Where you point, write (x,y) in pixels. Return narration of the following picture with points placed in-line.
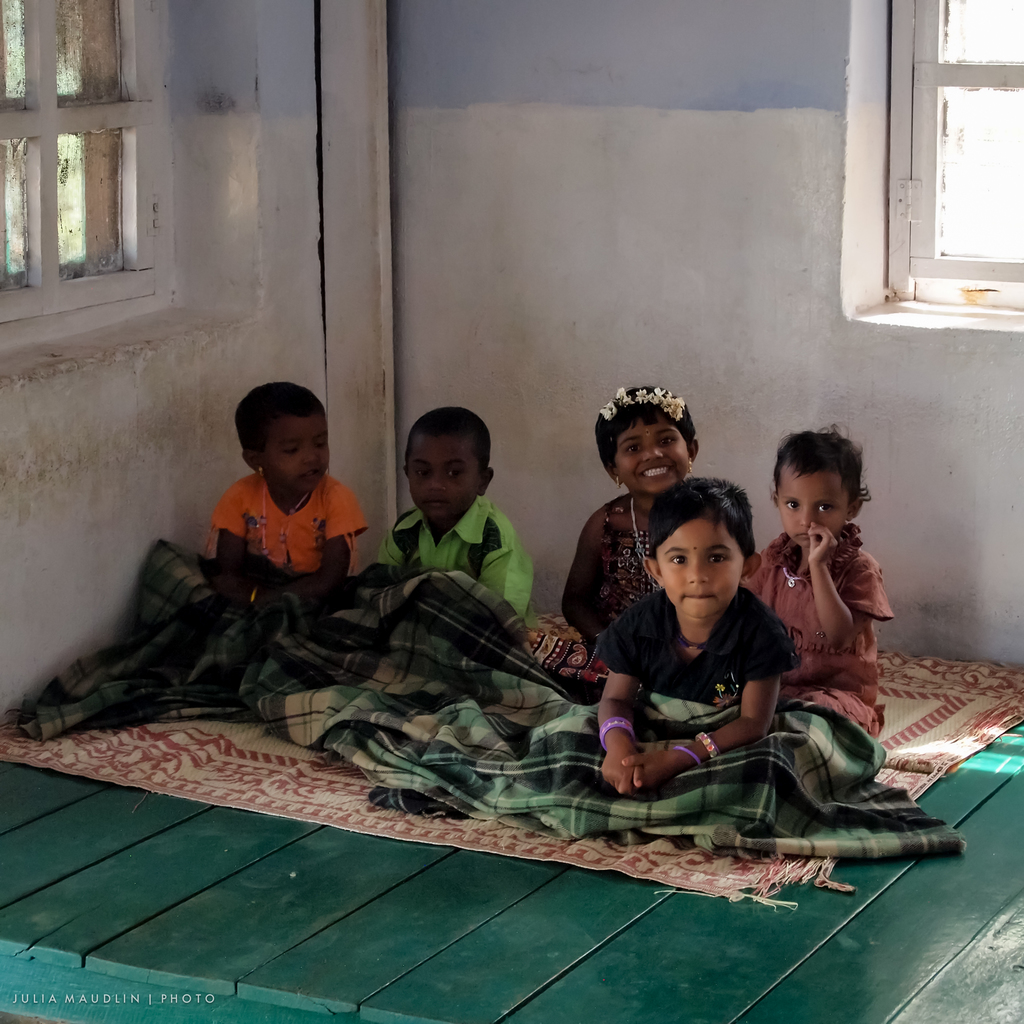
In this image there are five kids (358,524) sitting on a wooden table (17,783) and wearing a blanket (756,786), in the background (406,169) there is a wall (321,272) to that wall (16,599) there are windows (948,75).
